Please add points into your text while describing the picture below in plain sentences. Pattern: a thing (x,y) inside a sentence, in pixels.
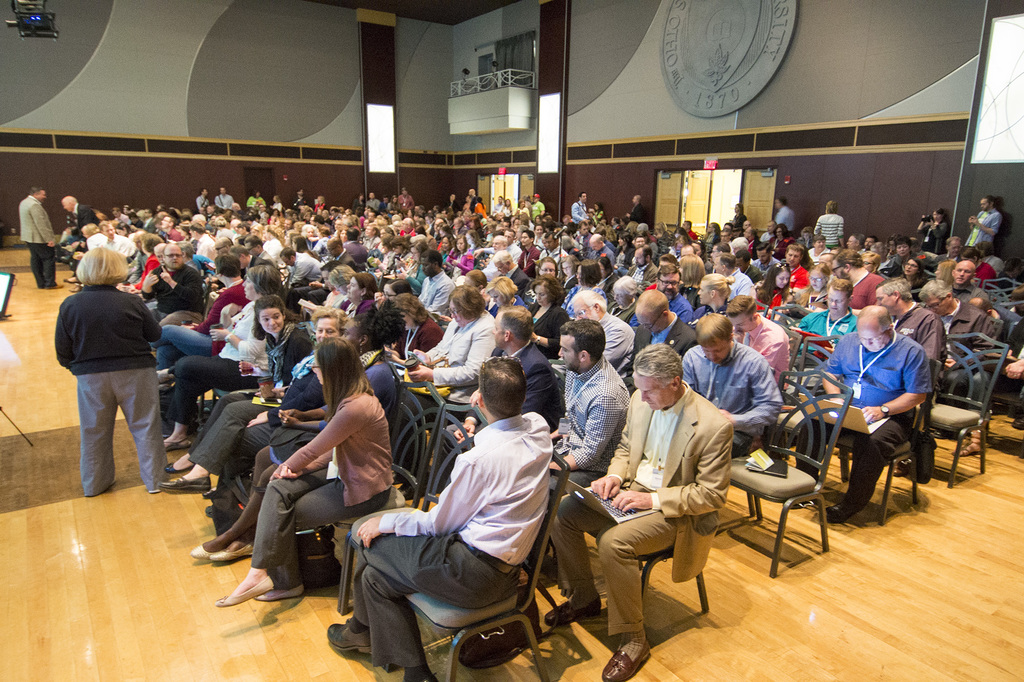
In this picture I can see group of people (934,329) sitting on the chairs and there are group of people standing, and in the background (162,5) there are walls (86,160), windows (1019,21) and some other objects (747,1).
